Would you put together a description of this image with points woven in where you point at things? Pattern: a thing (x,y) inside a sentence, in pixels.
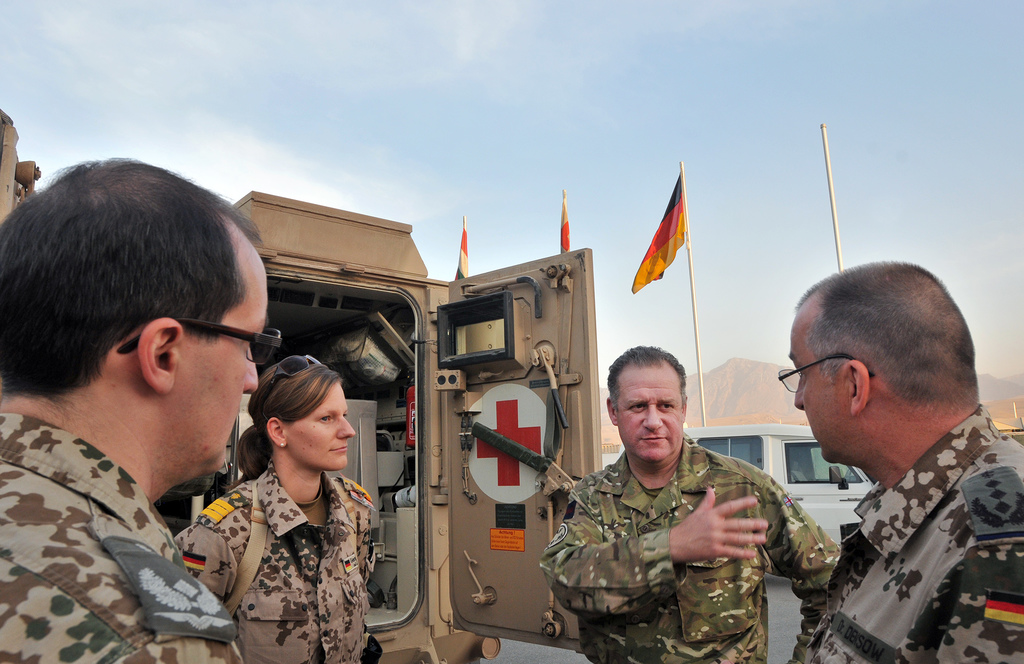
In this image we can see four military people (327,547), there is a hospital van (405,391) with some equipments (385,473), also we can see the sky (786,254), a vehicle (754,444) on the road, flags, we can see the mountain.
